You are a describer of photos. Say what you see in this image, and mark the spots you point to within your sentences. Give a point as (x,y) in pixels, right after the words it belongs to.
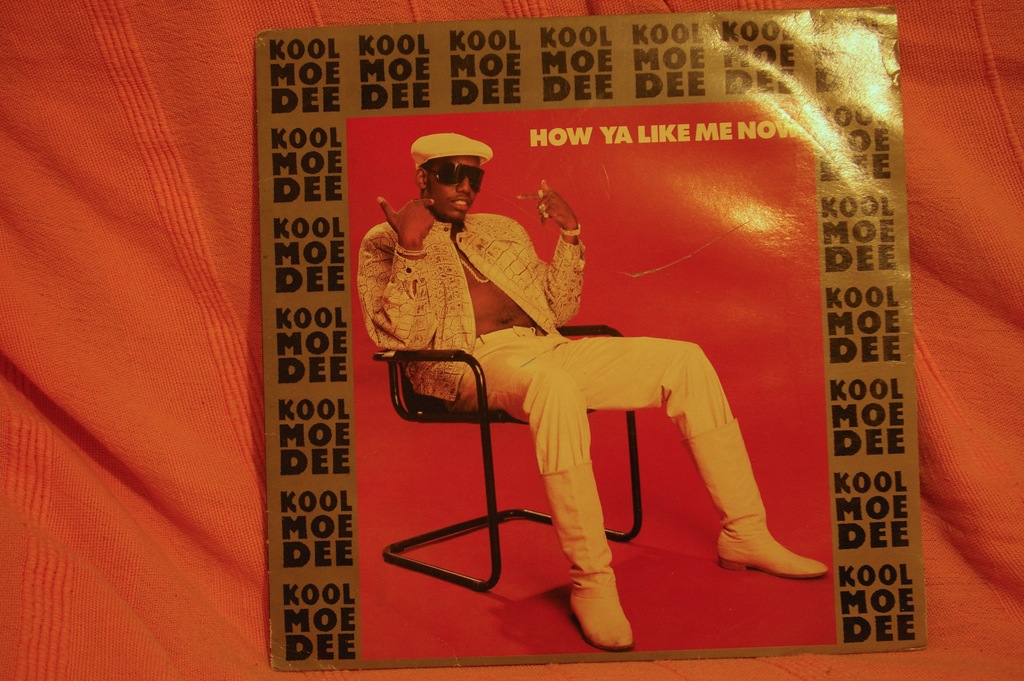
This is a picture of a poster (671,199). In the poster (419,371) there is a man (454,373) sitting in chair (477,413), he is wearing a cap (442,153) and a light brown jacket (453,295). In the corners of the picture there is a orange colored cloth (127,258).
